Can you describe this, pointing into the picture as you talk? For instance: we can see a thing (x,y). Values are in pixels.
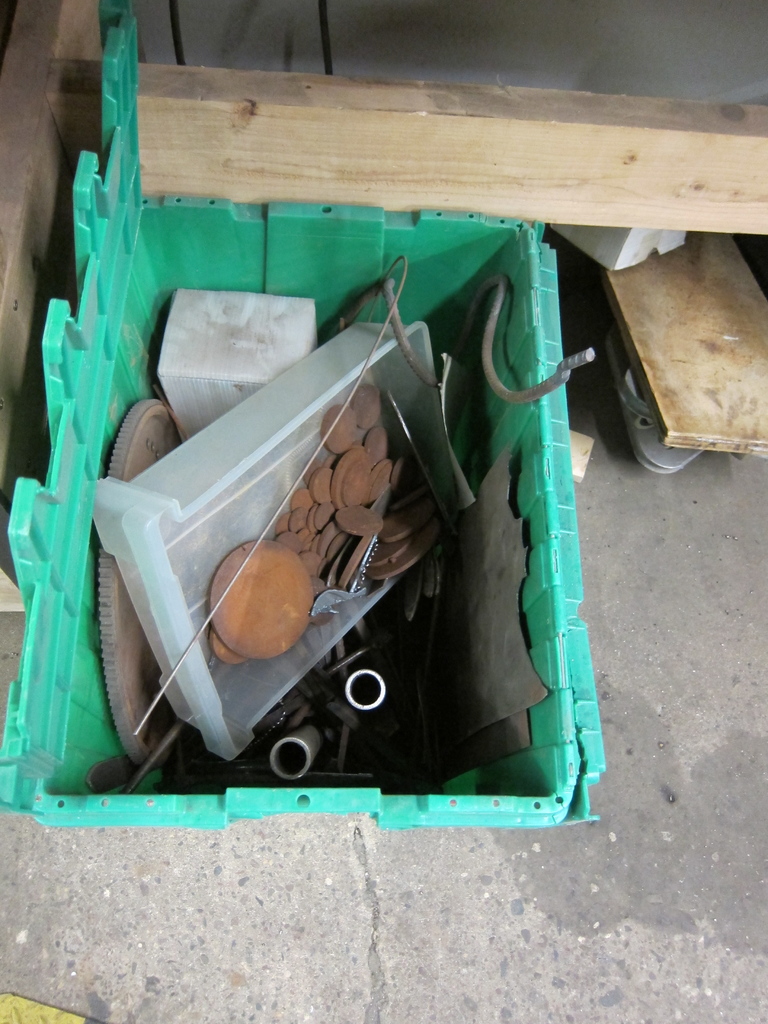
At the bottom of the image (379,942) there is a floor (652,686). In the middle of the image (380,587) there is a basket (505,813) with a few objects (283,492) in it and there are a few wooden pieces (659,297).
